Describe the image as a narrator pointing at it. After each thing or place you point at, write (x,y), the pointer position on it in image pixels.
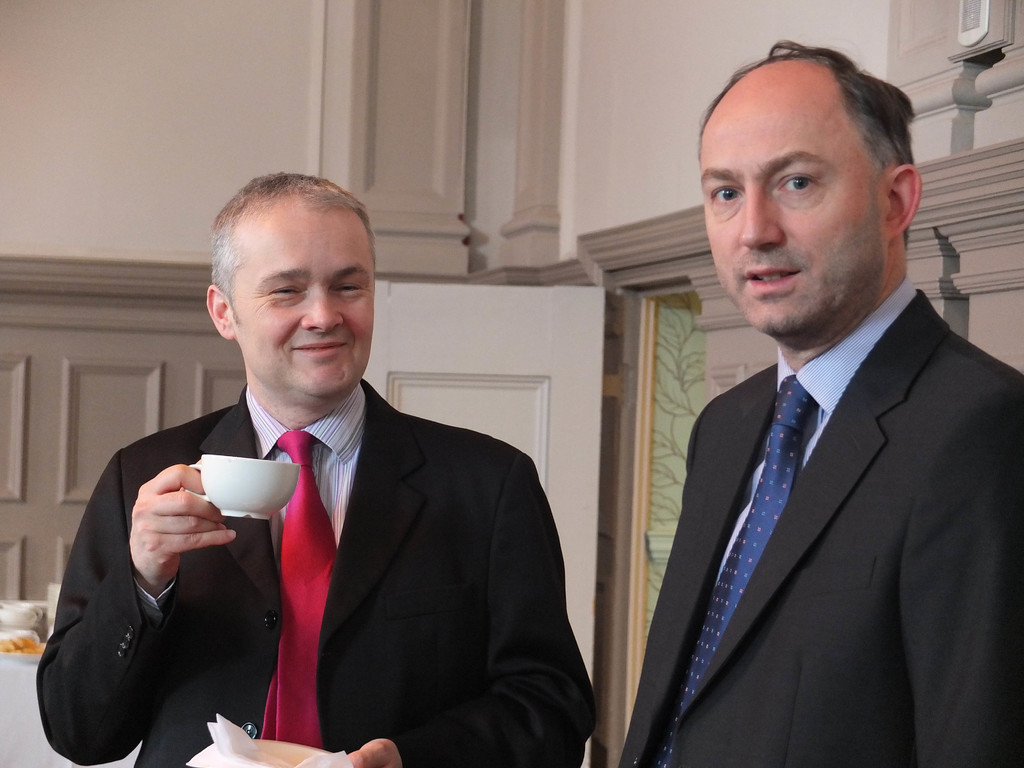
In this image I see 2 men (745,483) who are wearing black suits (497,453) and I see that this man (385,447) is smiling and I see that he is holding a white cup (236,490) in one hand (206,507) and white tissues (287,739) in other hand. In the background (35,222) I see the wall (536,224) and I see the white door (503,353) over here.
